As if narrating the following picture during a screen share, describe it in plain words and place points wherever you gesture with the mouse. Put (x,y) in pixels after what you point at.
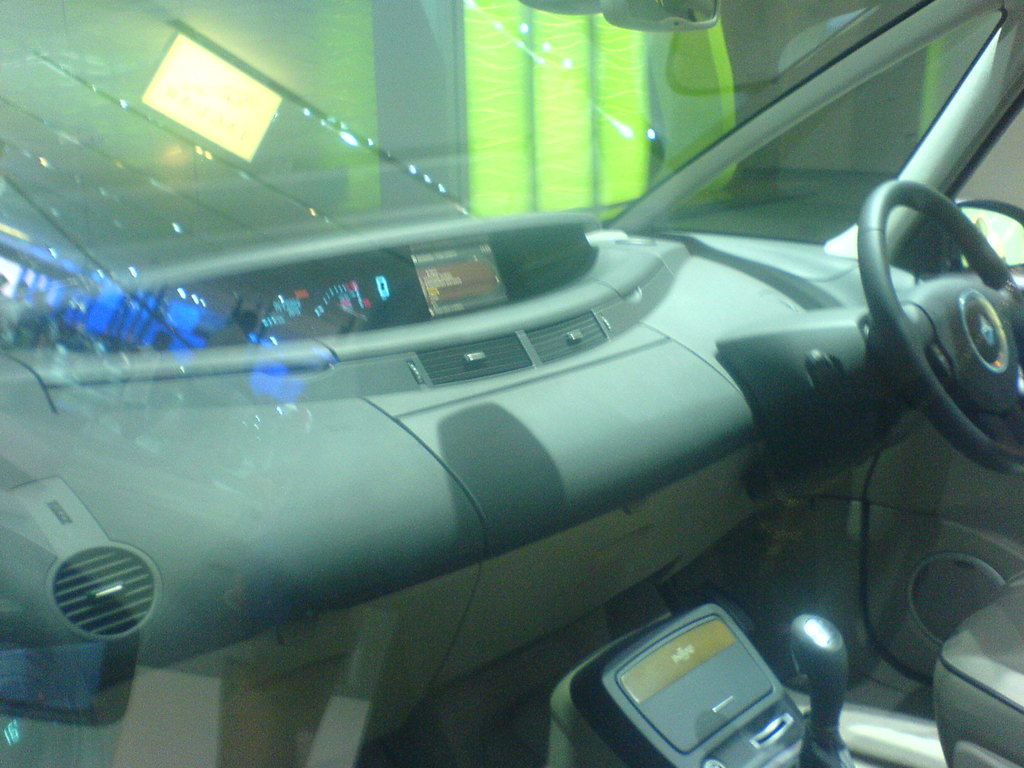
This image is clicked inside the vehicle (526,378) where we can see there is a gear rod (822,706) in the middle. On the right side (893,346) there is a steering (885,322). In the centre of the dashboard (885,322) there is a speed meter (346,294) and a music player (425,294) beside it. On the left side (102,585) there is an ac (96,594). In the foreground (350,140) there is a mirror (315,157).
